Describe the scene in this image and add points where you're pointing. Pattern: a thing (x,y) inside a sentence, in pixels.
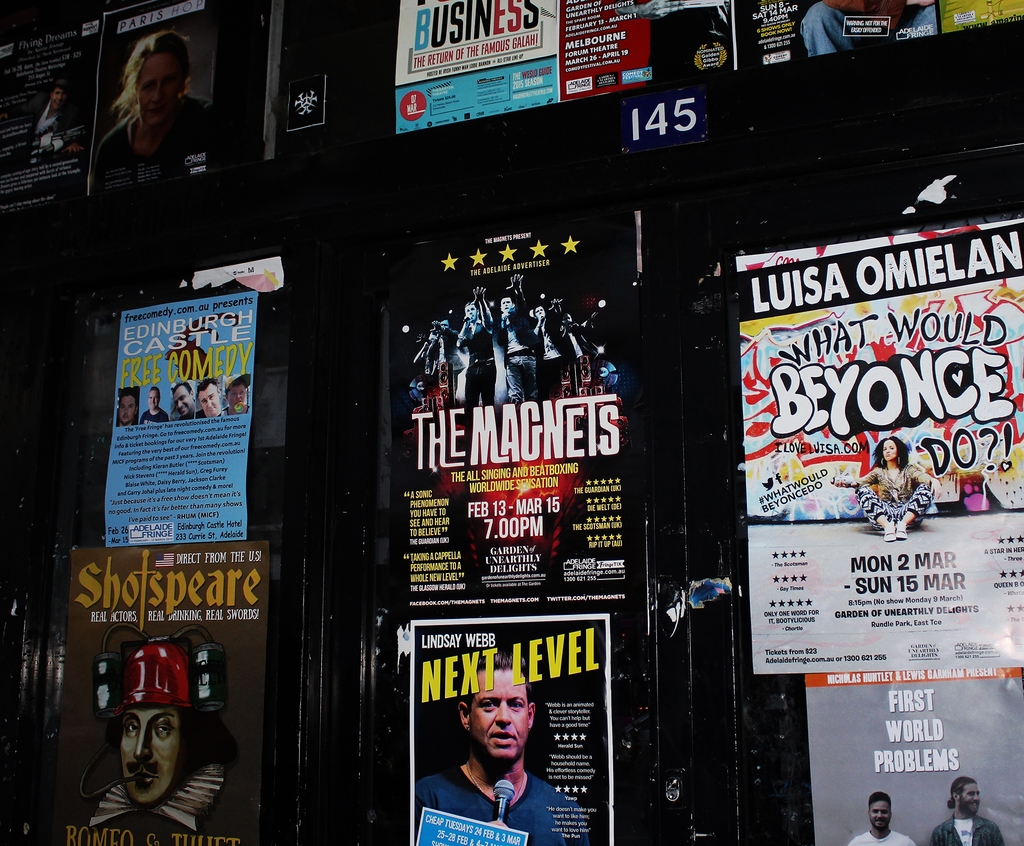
In this image few posters (763,541) are attached to the wooden wall (369,508). Top of the image (187,133) few posters (135,16) are on the wall (372,101).
